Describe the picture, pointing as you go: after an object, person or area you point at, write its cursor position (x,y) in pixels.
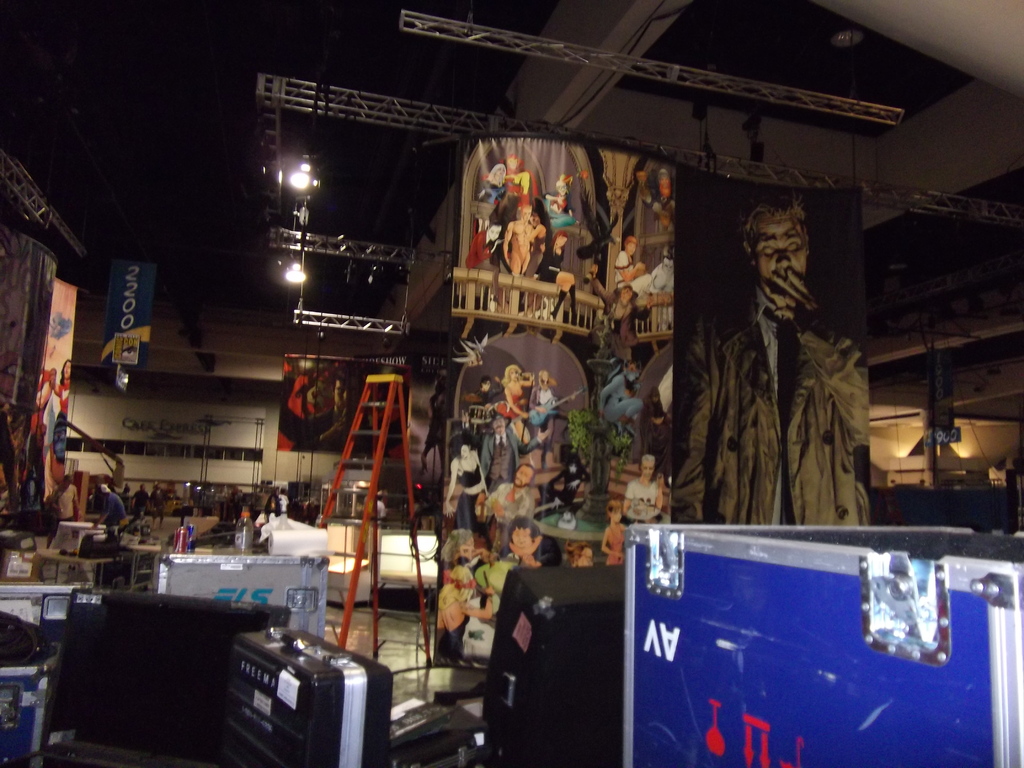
In this picture we can see a closed area (483,134) in which many things (554,471) are kept.
